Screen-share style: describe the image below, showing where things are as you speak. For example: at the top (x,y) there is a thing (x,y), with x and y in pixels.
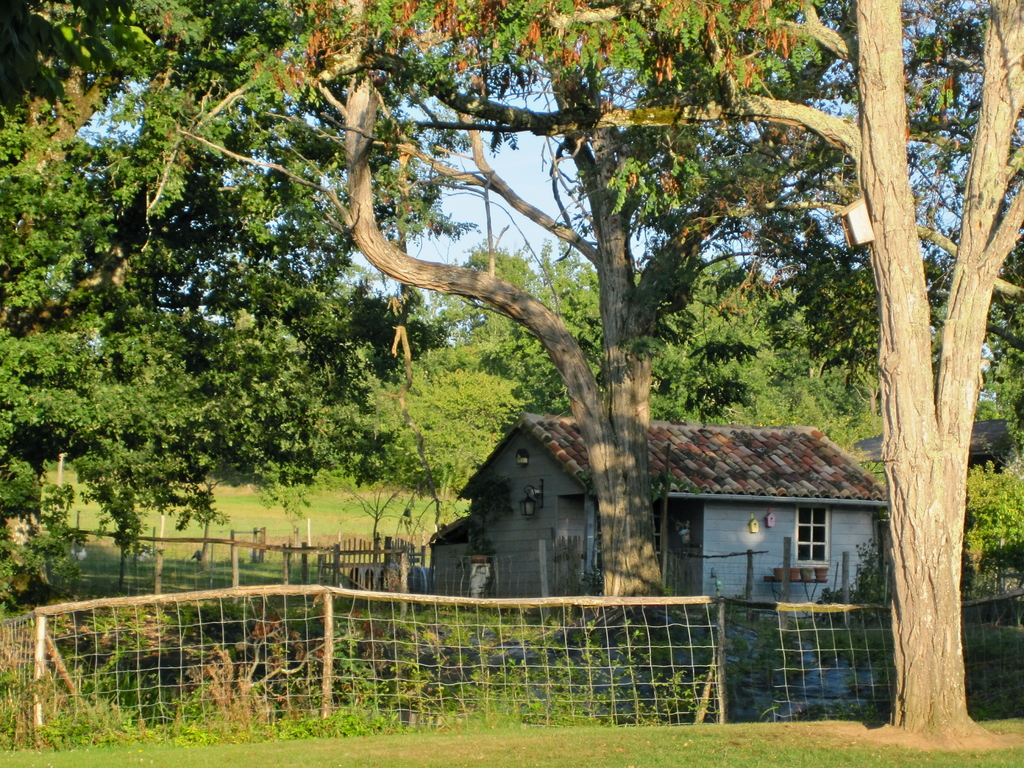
At the bottom of the image (156,617) there is fencing (137,620). Behind the fencing (137,620) there are some plants (121,620) and trees (946,503) and house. At the top of the image (485,216) there is sky (938,210).
